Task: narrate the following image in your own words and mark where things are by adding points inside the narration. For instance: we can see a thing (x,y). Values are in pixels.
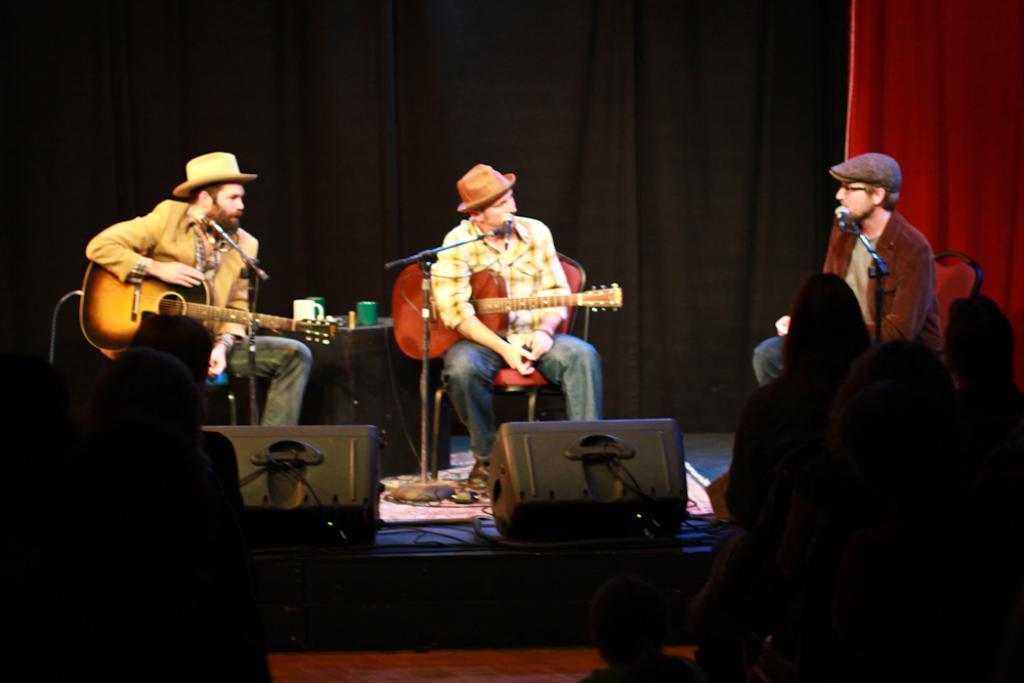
In the image we can see there are three men (895,273) who are sitting on the chair (939,256) and two of them are holding a guitar (470,300) in their hand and there is a mike (844,220) in front of them with a stand (422,266) and the three men (507,260) are wearing caps (211,176).
